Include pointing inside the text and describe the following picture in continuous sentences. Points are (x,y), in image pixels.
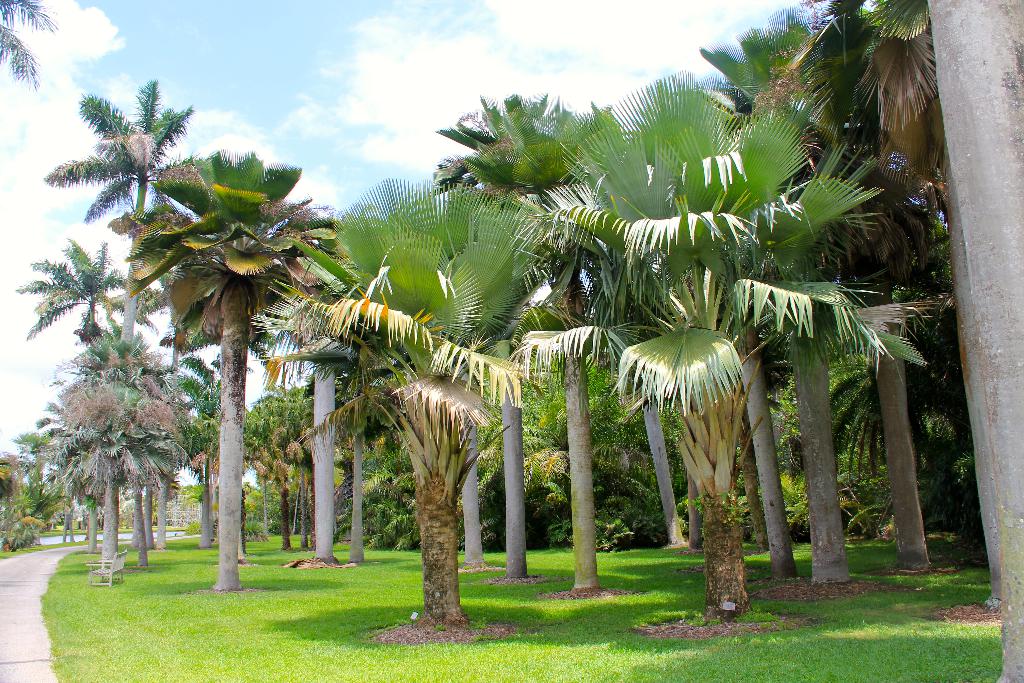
In this image we can see there are trees (470,411), grass (331,577), ground (6,624), bench (102,564) and the sky (362,117).
